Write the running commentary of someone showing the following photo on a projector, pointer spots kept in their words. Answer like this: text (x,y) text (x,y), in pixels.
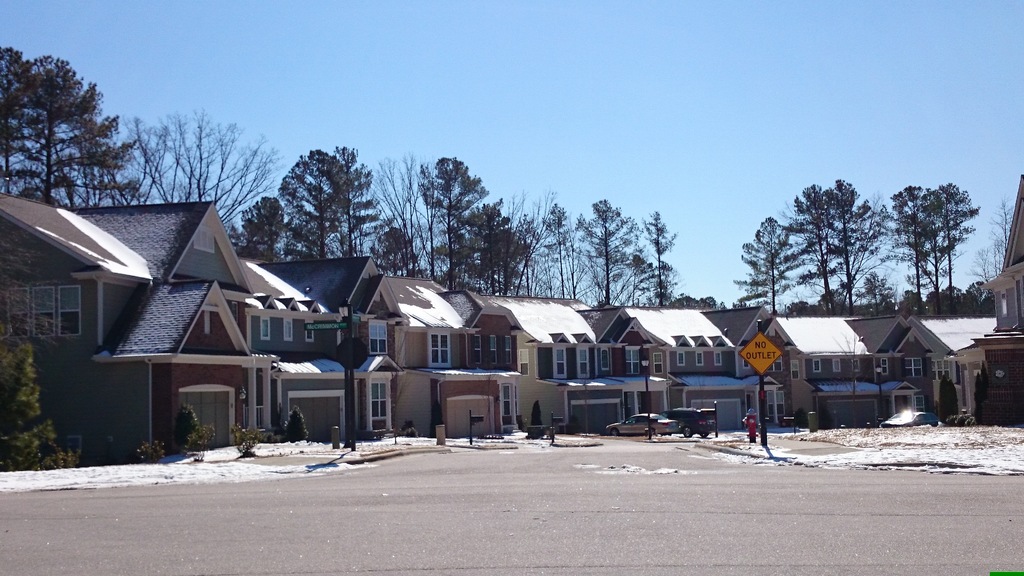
In this picture I can see buildings (550,363), vehicles (707,432), plants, a fire hydrant (754,442), poles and some other objects (476,422) on the ground (580,443). In the background (595,262) I can see trees (605,245) and the sky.
